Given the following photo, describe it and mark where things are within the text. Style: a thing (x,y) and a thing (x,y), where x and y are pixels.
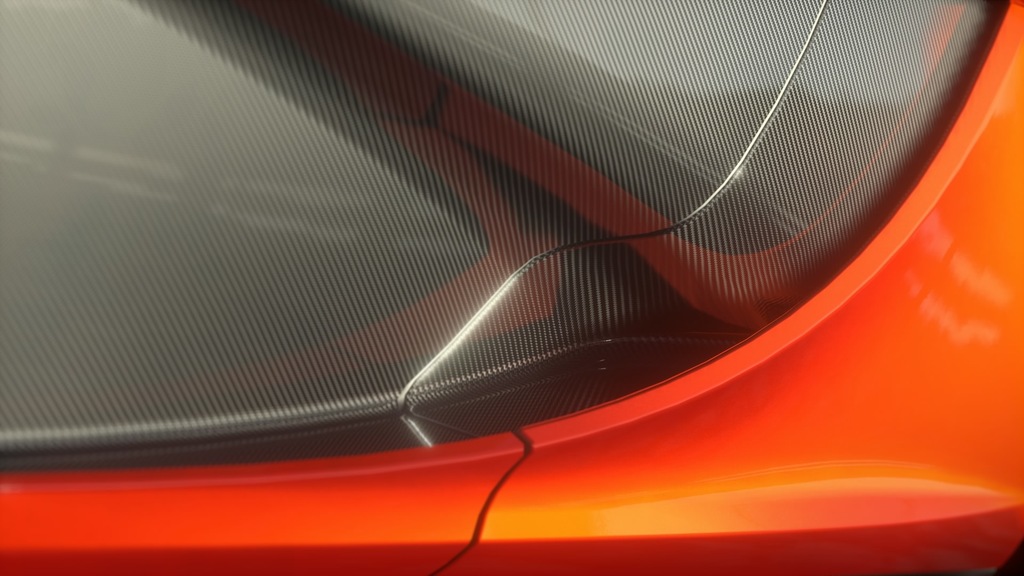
In the image there is a black and orange color object (455,312). And it might be a part (284,374) of a car (260,530).
